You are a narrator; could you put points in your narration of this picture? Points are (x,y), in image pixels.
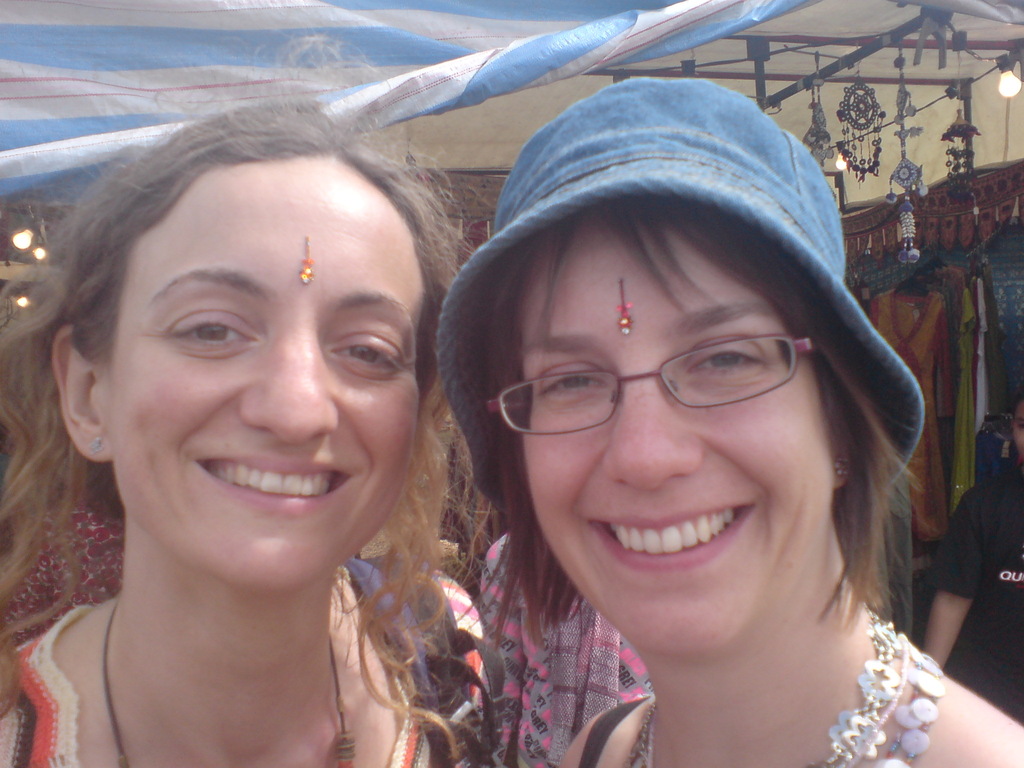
In this image there is a woman (746,626) wearing a cap (590,199) and spectacles (621,378). Beside her there is a woman (138,675). Behind them there are people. Right side (1019,249) there is a curtain (1001,249). There are objects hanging from the roof (860,45). Left side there are lights (19,302).
